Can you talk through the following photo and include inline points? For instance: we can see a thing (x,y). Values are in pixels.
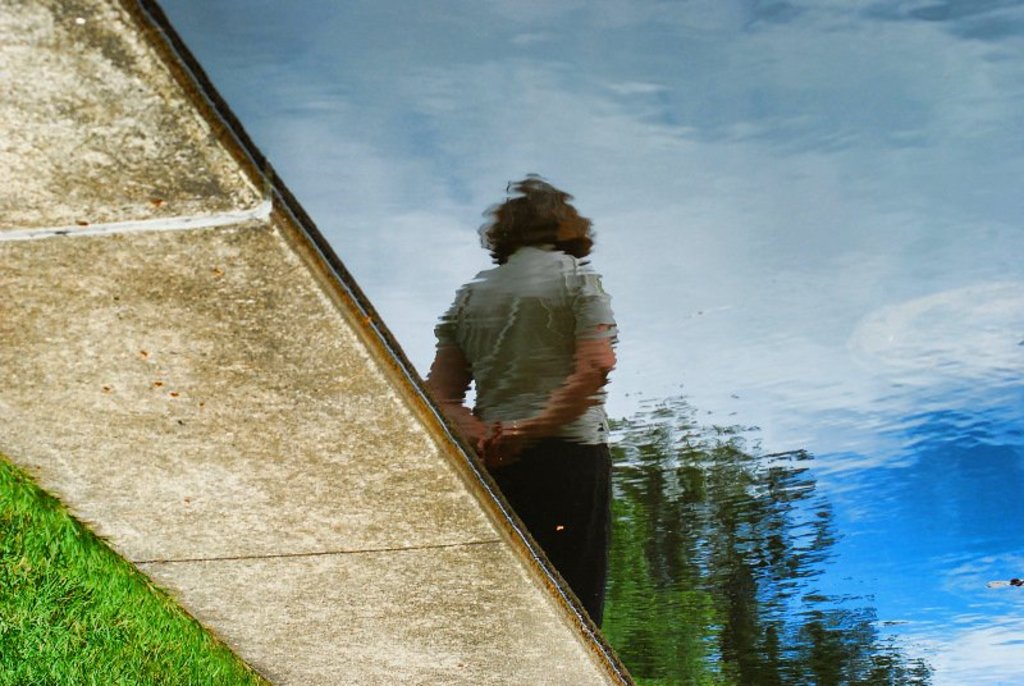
On the left side of the image (326,565) there is a floor (391,618). In the bottom left corner of the image (55,597) there is grass (134,612). And on the right side of the image (947,359) there is water (723,529). On the water (651,472) there is a reflection (580,428) of a person (580,512).
